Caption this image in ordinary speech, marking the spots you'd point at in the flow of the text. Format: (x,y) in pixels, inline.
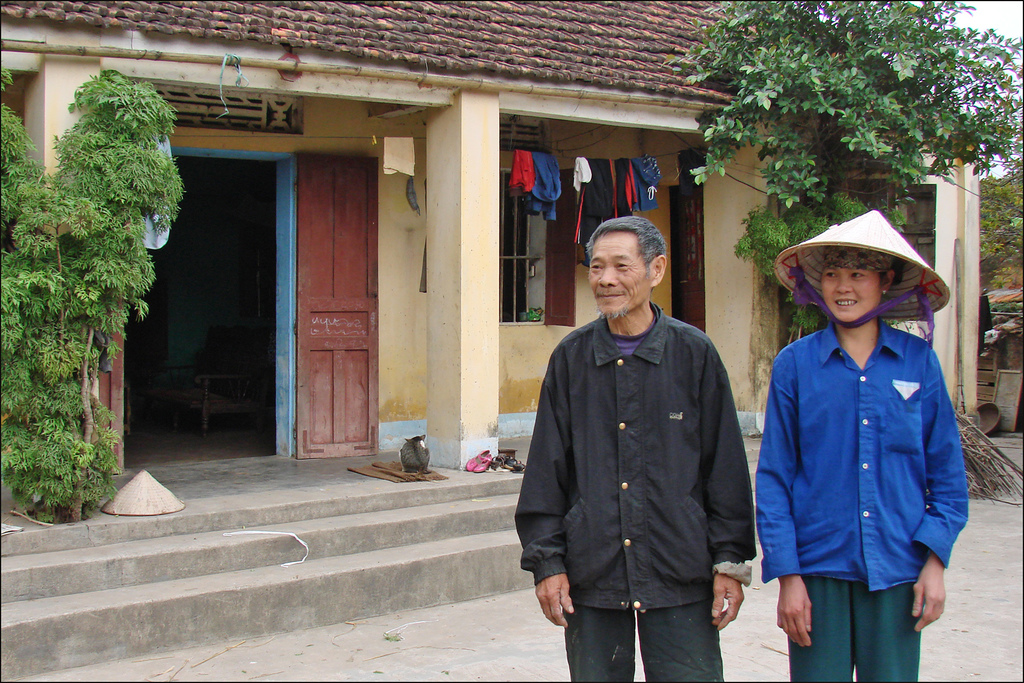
In this image I can see two persons (901,487) standing, the person (916,489) at right (889,520) wearing blue shirt (887,564), green pant (829,589) and the person (672,523) at left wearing black shirt (713,531), gray pant (655,625). Background (454,279) I can see a house (470,285) in cream color, few trees (102,240) in green color and I can also see few clothes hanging and the sky (1006,5) is in white color.
